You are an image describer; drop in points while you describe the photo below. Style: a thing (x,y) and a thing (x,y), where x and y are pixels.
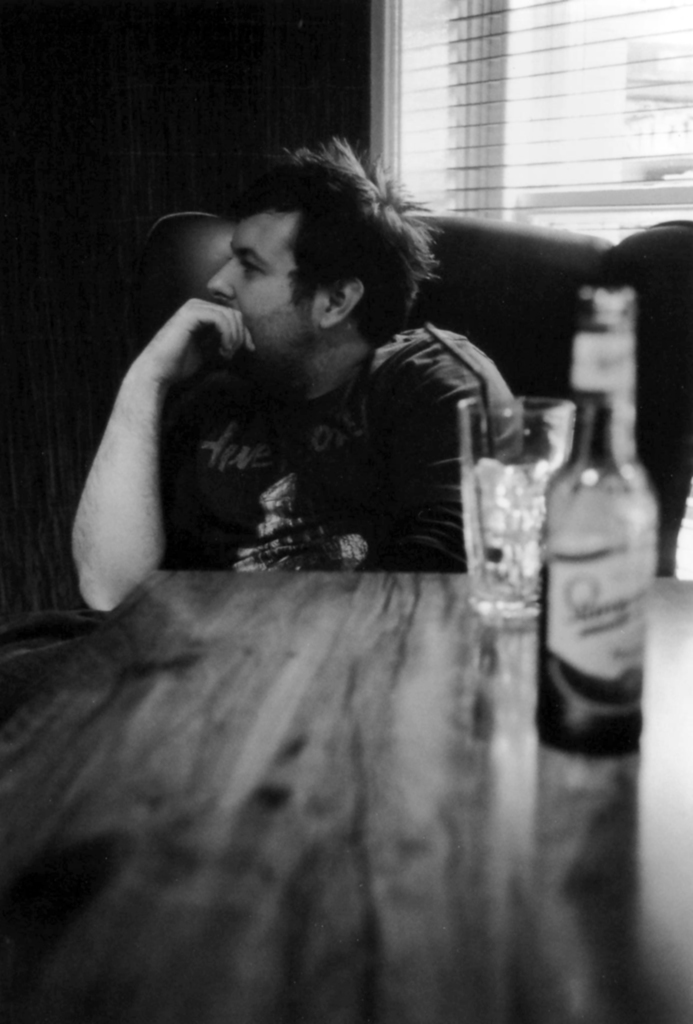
This picture shows a man (249,366) sitting in the chair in front of a table (221,690) on which a glass (493,517) and a beer bottle (592,515) were placed. In the background (474,122) there is a window (486,79).
